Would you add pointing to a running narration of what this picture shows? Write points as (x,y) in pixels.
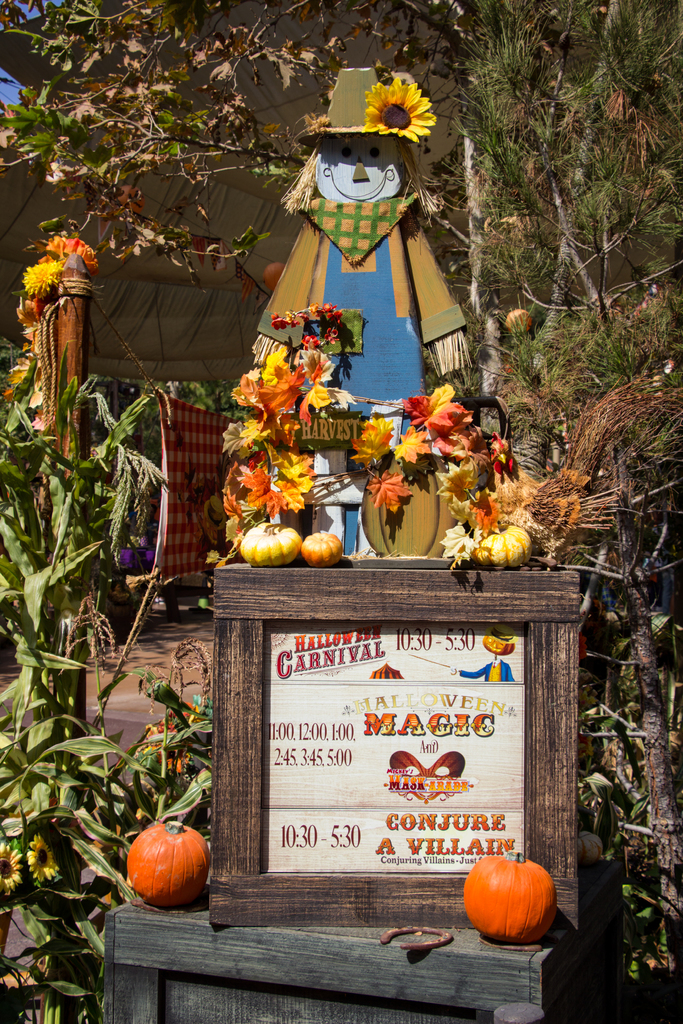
In this picture I can see the cardboard (371,303) which is in the shape of a person (336,246). I can see the flowers (380,500) and fruits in the foreground (293,314). I can see the board (296,863). I can see plants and trees (161,154) on the left (80,770) and right side (474,286). I can see the tents (147,203) in the background (255,186).
